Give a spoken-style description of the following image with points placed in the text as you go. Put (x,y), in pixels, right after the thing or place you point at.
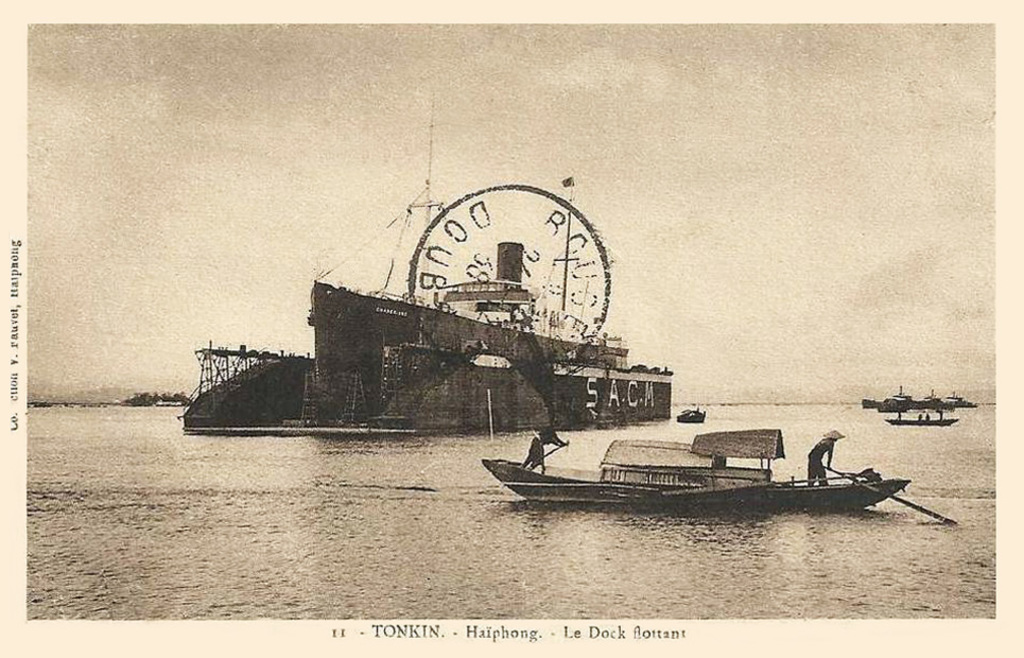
This image is a poster. In this image we can see ships (387,376) in water (277,483). To the bottom of the image (452,631) there is some text (427,624). In the center of the image (443,318) there is a stamp (521,307).
